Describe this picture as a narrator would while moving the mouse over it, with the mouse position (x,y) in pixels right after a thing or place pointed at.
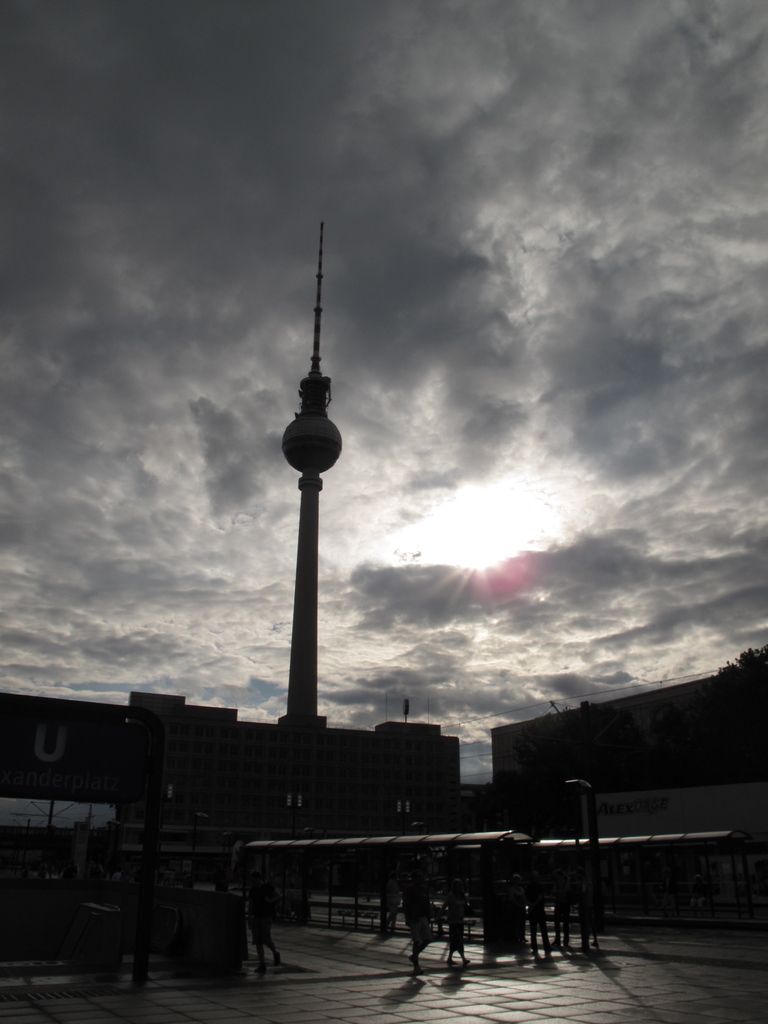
In this picture there are buildings (322,733) and trees (728,714) and there is a tower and there are group of people (394,921) walking. On the left side of the image (5,721) there is text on the board (11,749). At the top (650,338) there is sky (547,344) and there are clouds (385,338) and there is a sun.
